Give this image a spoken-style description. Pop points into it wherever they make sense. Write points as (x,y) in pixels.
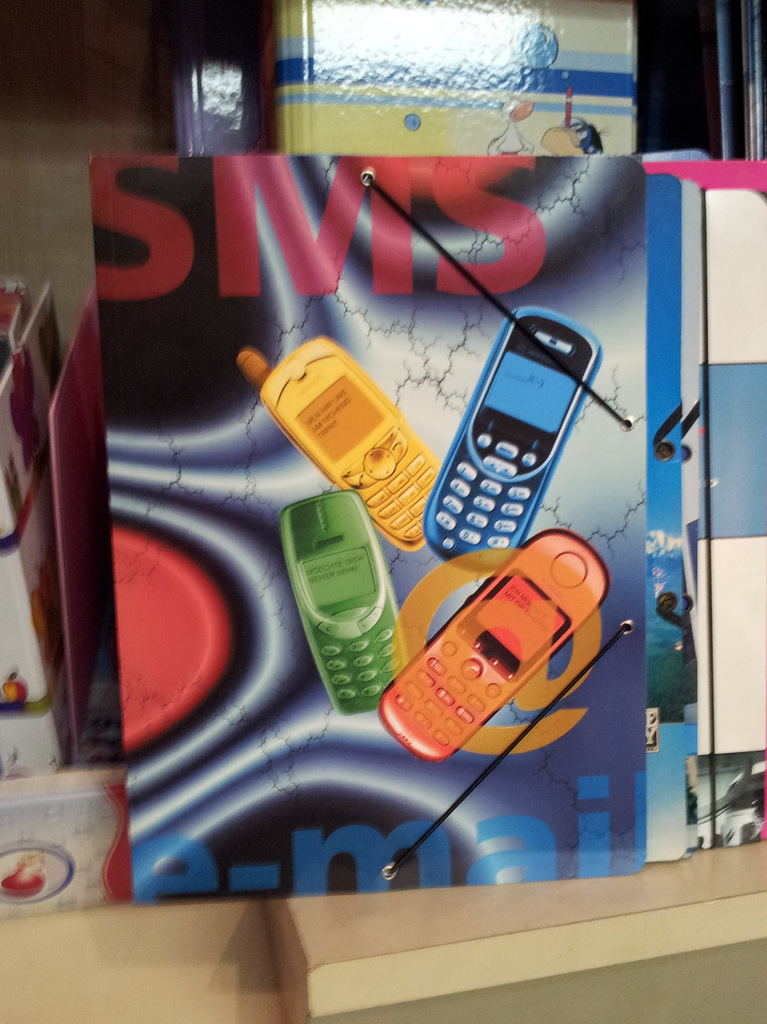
In this picture, they are looking like books (157,408) on the wooden object (245,924).
